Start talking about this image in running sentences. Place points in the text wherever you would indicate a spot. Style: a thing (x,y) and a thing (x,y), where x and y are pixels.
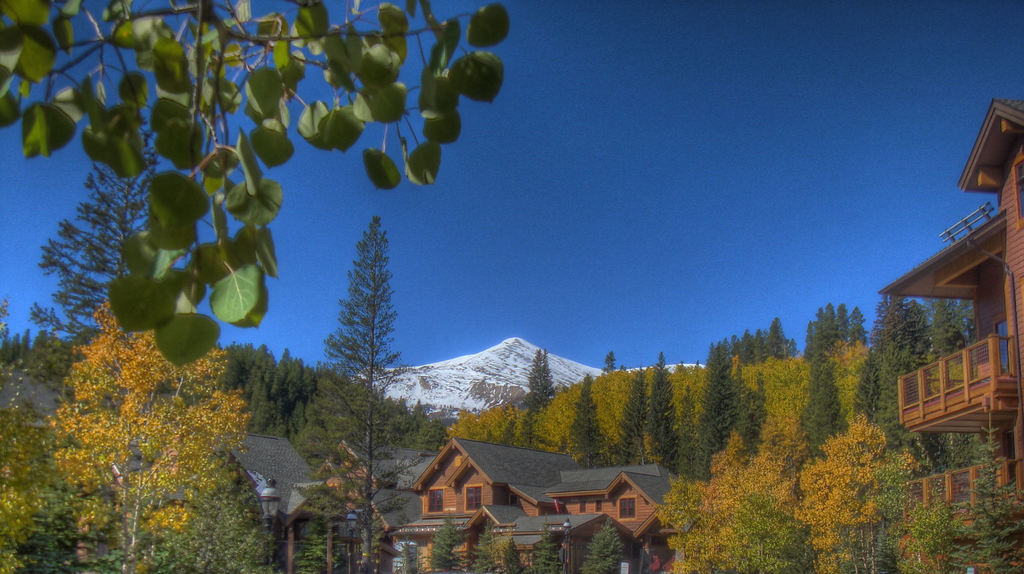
Sky (566,191) is in blue color. Here we can see buildings (558,480), light poles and trees (814,450). Background (433,387) there is a mountain (486,372).
